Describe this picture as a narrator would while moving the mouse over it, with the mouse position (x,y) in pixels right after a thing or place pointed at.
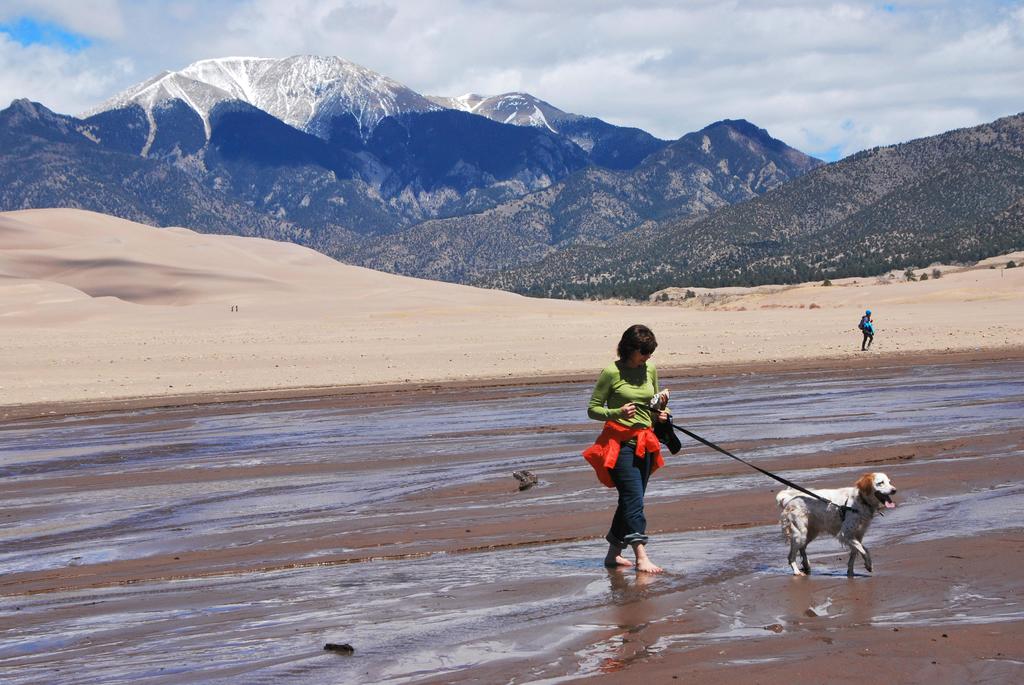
In this image there is one person (600,477) standing in middle of this image (622,431) is holding a rope (707,445) which tied to a dog (811,513) at right side of this image (797,544) and there is one another person (860,327) is at right side of this image (872,319). There are some mountains (594,238) in the background (588,293) and there is a sky (573,37) at top of this image (673,53).
